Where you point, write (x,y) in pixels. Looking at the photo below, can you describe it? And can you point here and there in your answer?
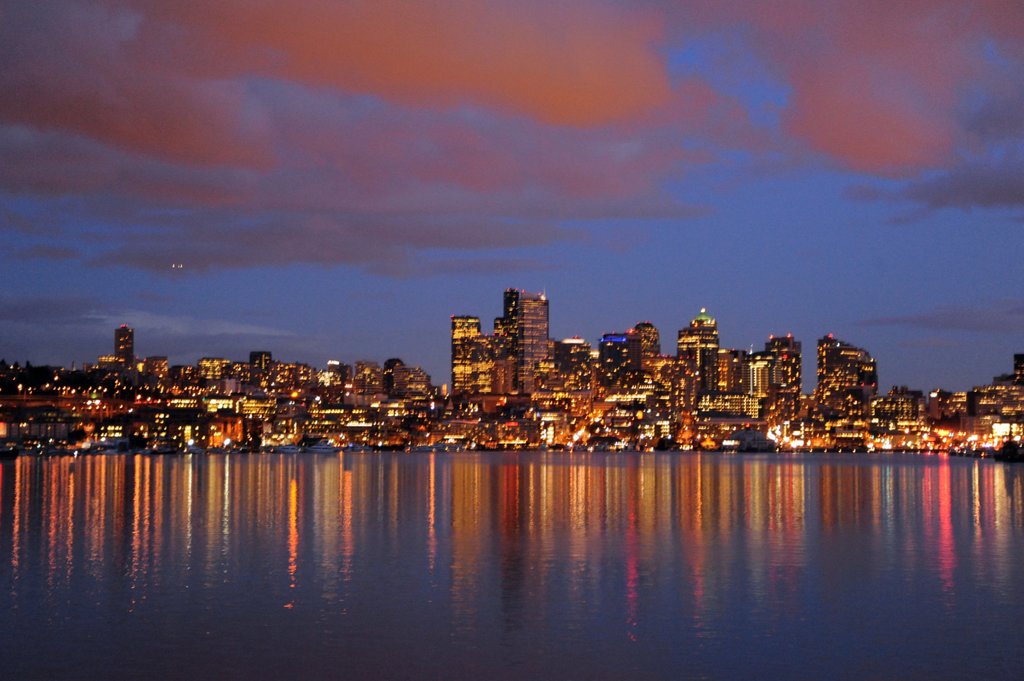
In this picture we can see water (645,499), beside the water (402,531) we can see buildings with lights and we can see sky (626,256) in the background (412,350).
